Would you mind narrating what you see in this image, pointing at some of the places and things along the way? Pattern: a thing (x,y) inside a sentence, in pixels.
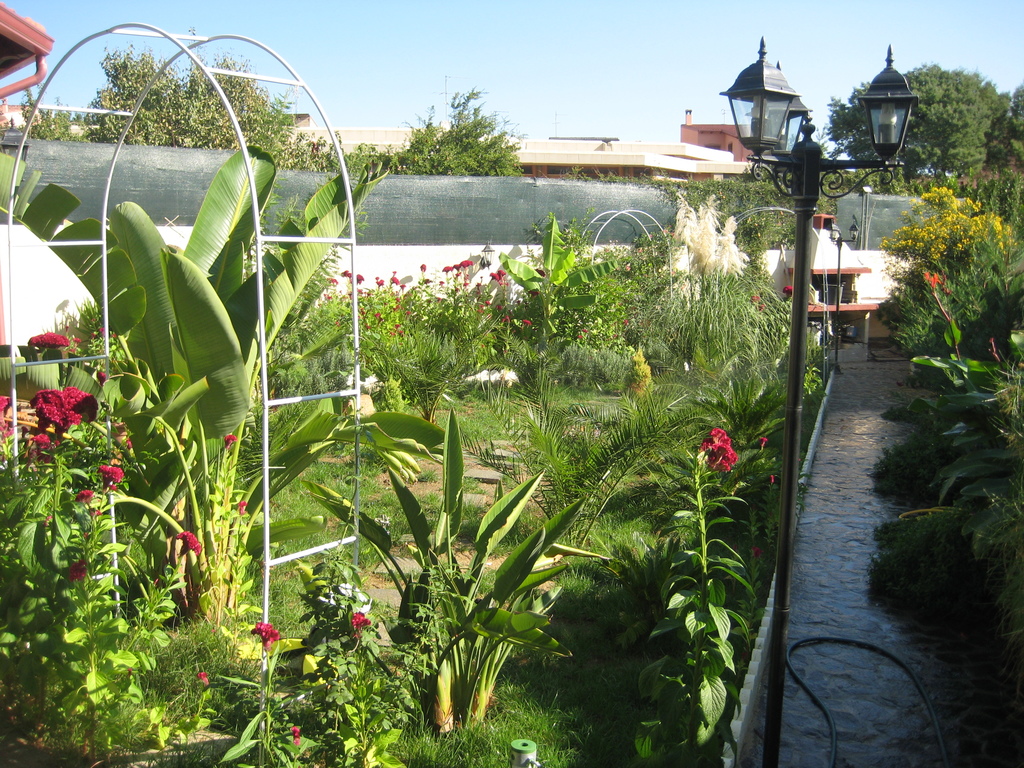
It is looking like a garden (583,674). On the right side (817,554) I can see a path (837,604), on both sides of this there are some plants (521,619) in green color along with some flowers (71,414) and also there is a pole (776,694). At the top of it I can see the lights (780,130). On the left side (311,396) there is a metal stand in the garden (248,661). In the background (465,226) I can see a wall (611,197) and building (717,163). On the top of the image (525,38) I can see the sky (394,46).
